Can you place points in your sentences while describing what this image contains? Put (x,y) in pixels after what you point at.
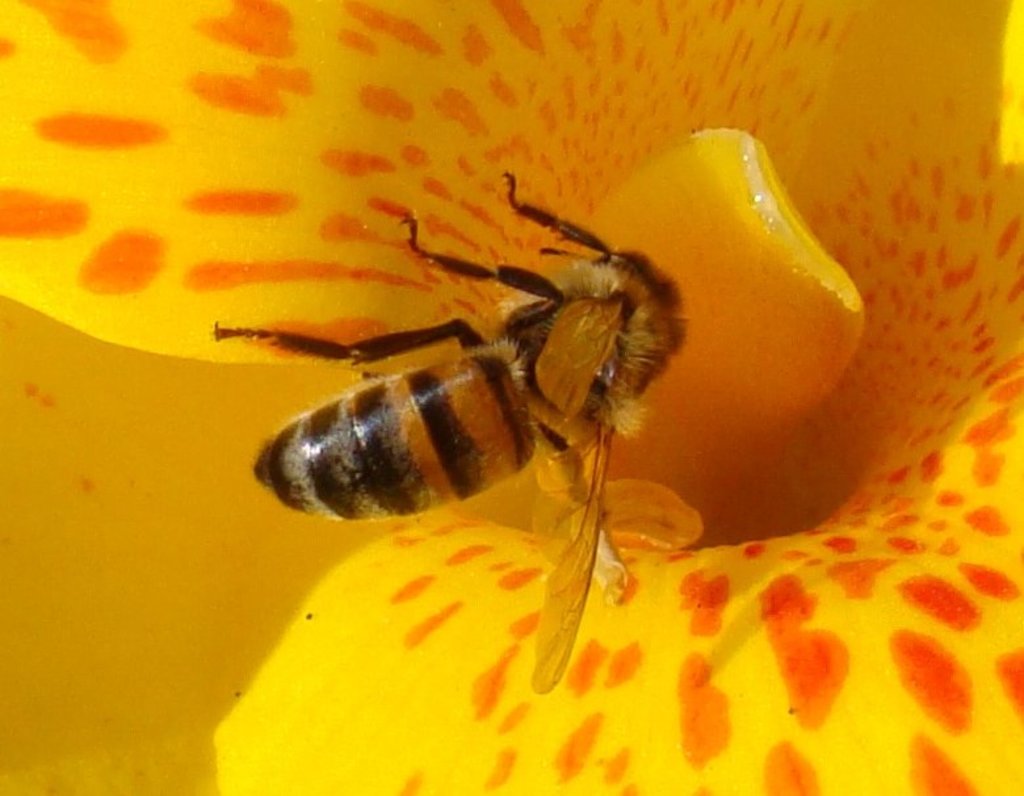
In the center of the image (528,362) there is a honey bee (534,372) on a flower (633,245).
